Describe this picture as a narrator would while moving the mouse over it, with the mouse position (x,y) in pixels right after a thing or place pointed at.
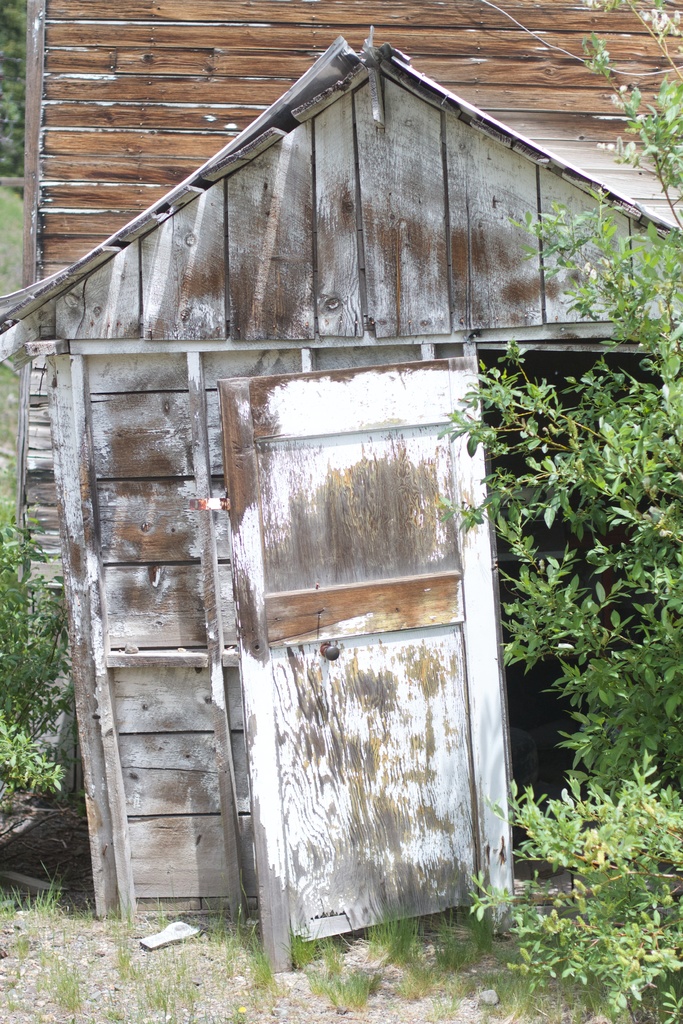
In the picture we can see a old wooden house (384,757) besides we can see some plants (628,752) and near the house (468,850) we can see some grass (263,979).
